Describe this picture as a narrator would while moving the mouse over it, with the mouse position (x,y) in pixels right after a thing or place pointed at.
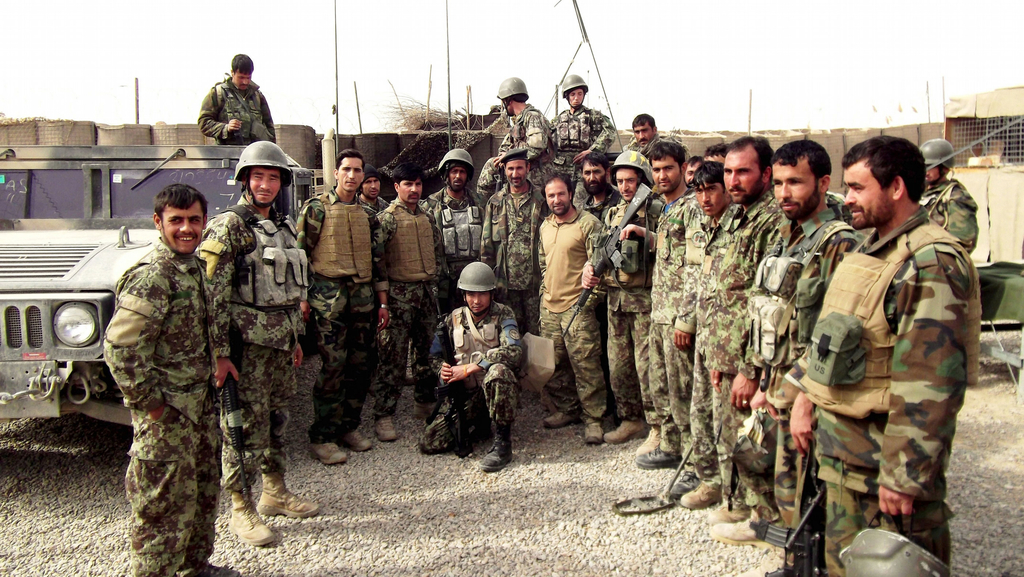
In this picture I can see there are a group of army people (430,226) standing wearing army uniforms (588,369) and they are wearing bags (486,334) and holding guns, weapons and on the left (83,182) I can see a jeep (97,159), I can see a person (218,105) standing on the jeep (213,186). In the backdrop (89,129) there is a wall (20,139).
